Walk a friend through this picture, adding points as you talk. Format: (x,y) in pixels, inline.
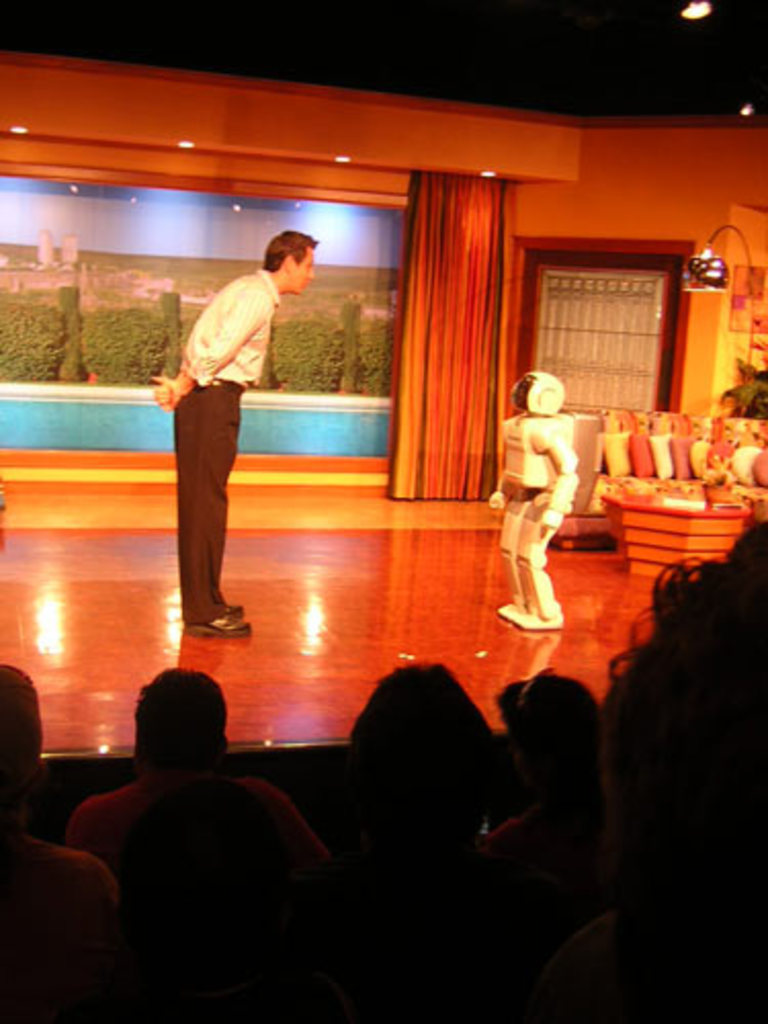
In the center of the image (326,536) we can see a man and robot (529,542) are standing on the stage (393,661). On the right side of the image (660,520) we can see a couch (645,485), pillows (764,465), table (696,529). On the table (721,517) we can see a book (690,503). In the background of the image (157,246) we can see the screen (201,222), lights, curtain (458,291), door (674,331), board (760,270) on the wall (702,322). At the top of the image (400,65) we can see the roof (602,81) and lights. At the bottom of the image (285,855) we can see some people (441,908).
